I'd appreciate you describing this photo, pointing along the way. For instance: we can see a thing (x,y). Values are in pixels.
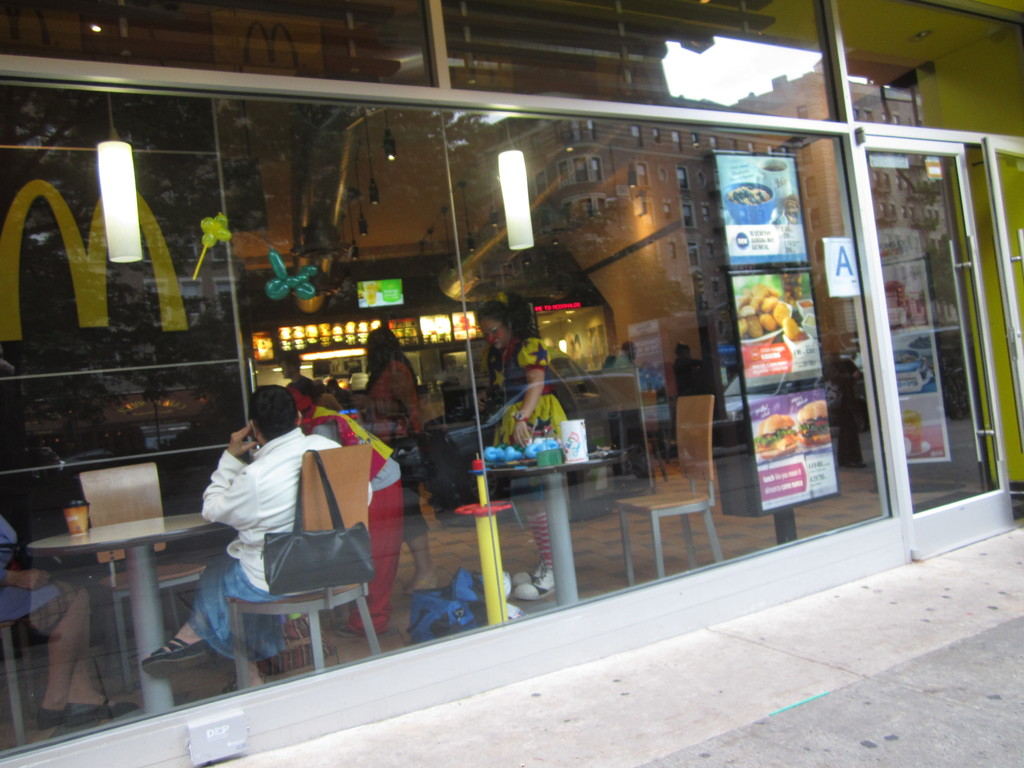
There is glass wall (663,341) and a door (900,350). Through glass wall (464,395) we can see tables (566,470) and chairs (122,506). On the chairs (152,497) there are few people (211,515) sitting. And there is a bag (315,533) on the chair (324,522). On the table (498,464) there are some items (488,451). Also there is a stand (728,459) with posters (764,420). There are lights (109,189). In the back (347,332) there is a banner (321,338). In the background (491,334) there are few people (367,362) standing. Also there are balloons (271,287), lights (426,330) in the background (300,284). On the wall (598,216) there are some decorations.
